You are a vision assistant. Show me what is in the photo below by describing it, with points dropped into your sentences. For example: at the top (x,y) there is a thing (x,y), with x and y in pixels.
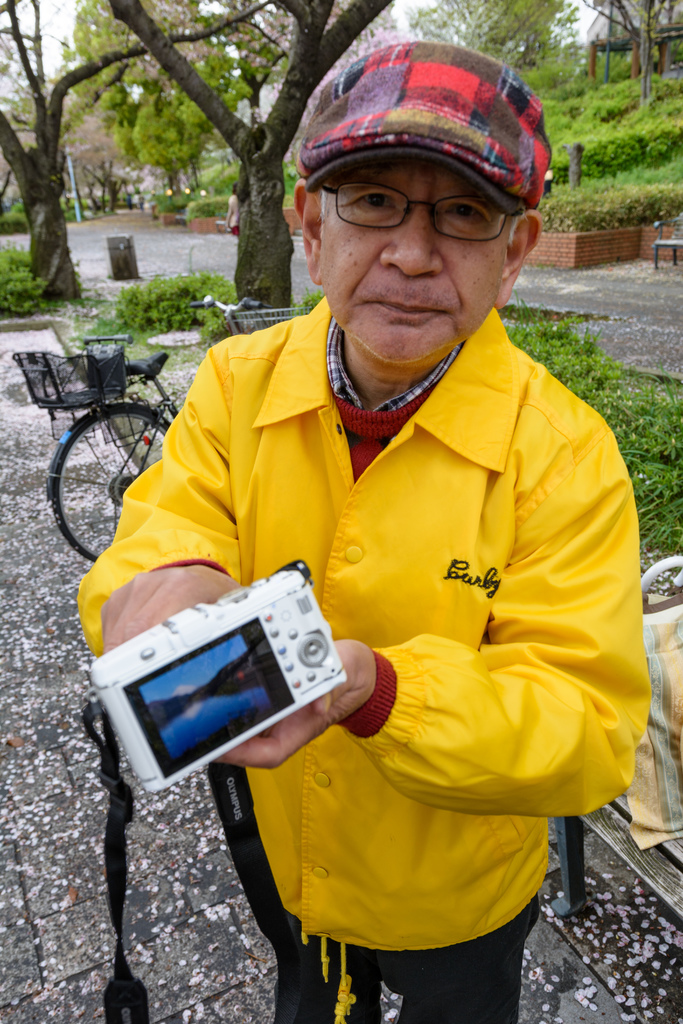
This picture shows man (416,237) wore a cap (510,119) on his head (437,176) and a coat (427,455) and he is holding a camera (275,598) in his hands (271,760) and he wore spectacles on his face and we see a bicycle (222,309) and few trees (2,87) and we see a bench (621,845) and a bag (659,771) on it.
